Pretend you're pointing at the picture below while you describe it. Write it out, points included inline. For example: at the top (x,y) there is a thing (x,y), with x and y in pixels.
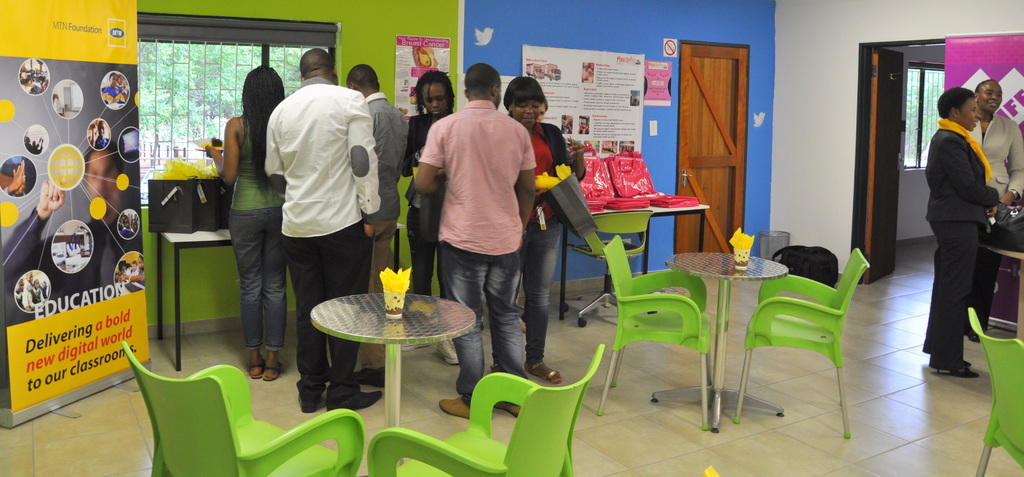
There is a group of people (411,175). The people (430,164) are standing one side of the room (571,293). On the right side (968,137) we have two womens (959,217) are standing other side table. The green color girl (229,156) is holding like paper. There is a table (348,317) and chairs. There is a napkins (398,292) and glass (402,293) on the table (421,305). We can see on the background (782,212) there is a doors (882,155), walls (783,185), and trees (210,83). There is a poster (68,241). The poster caption name is delivering a bold new digital world to our classrooms.
